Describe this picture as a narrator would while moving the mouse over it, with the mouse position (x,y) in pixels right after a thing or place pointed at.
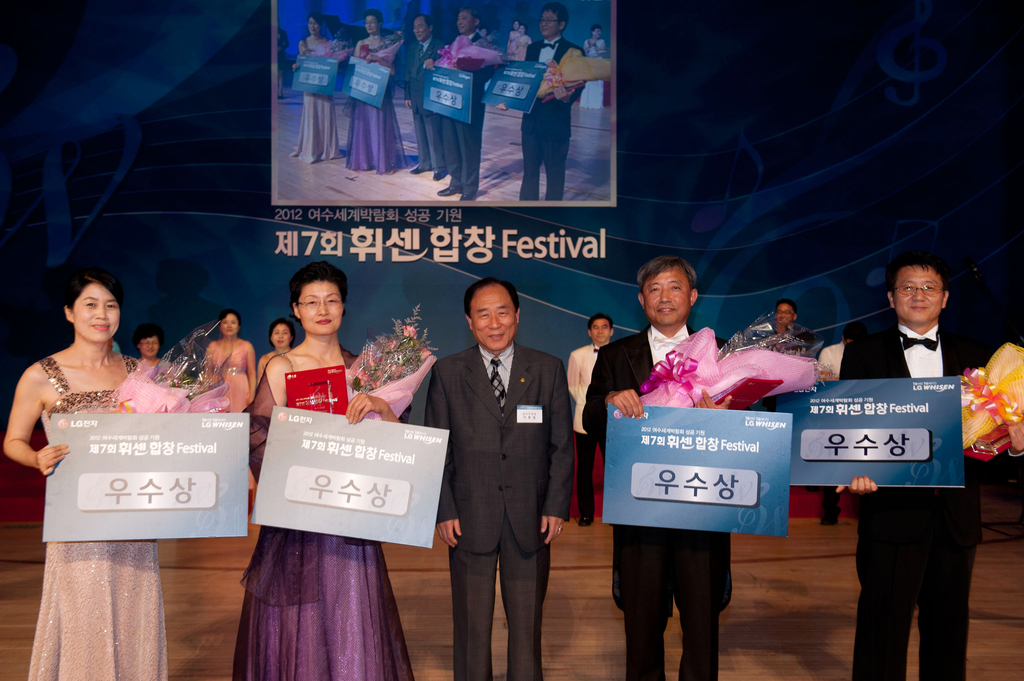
In this image I can see people (61,363) standing in the front (370,401) row and holding boards (660,472) in their hands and few people (235,322) standing behind and there is a screen (284,22) at the top of the image (433,87) with some text (454,225) beneath.
